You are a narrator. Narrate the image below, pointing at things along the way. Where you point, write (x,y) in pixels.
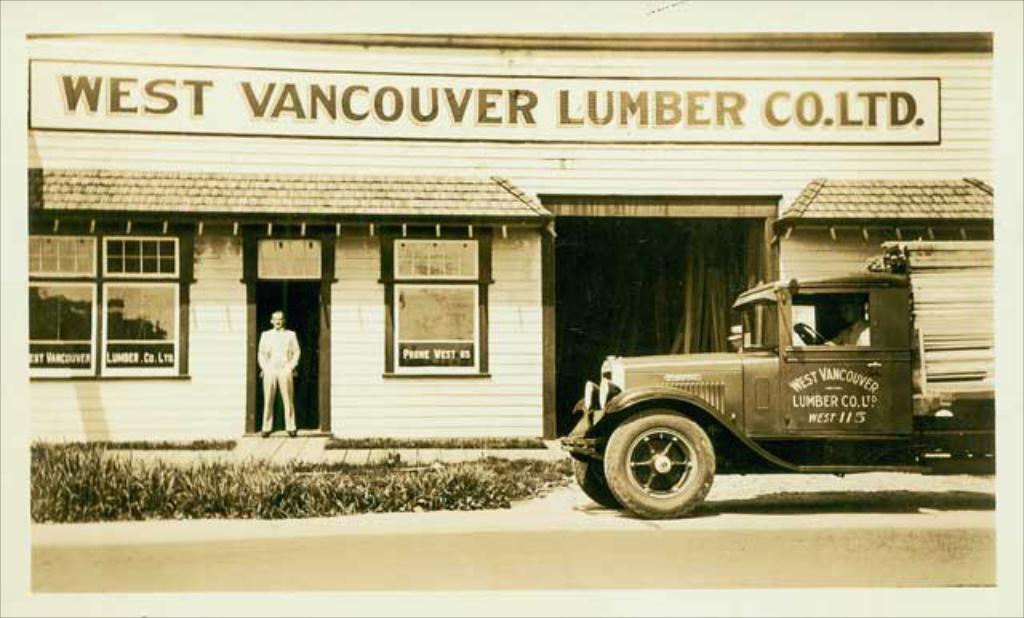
In this image we can see the building (336,242) and windows (468,334) with text (842,95). And we can see the person (277,357) standing on the ground (336,447). In front of the building (454,338) we can see the vehicle (793,426) parked and there are plants (278,492).
